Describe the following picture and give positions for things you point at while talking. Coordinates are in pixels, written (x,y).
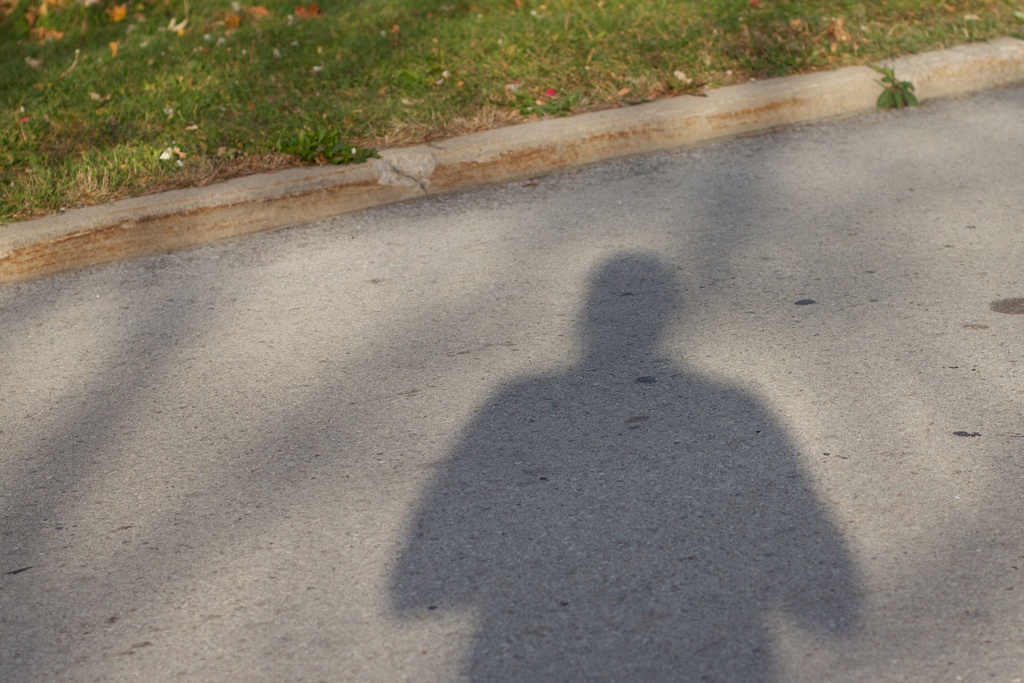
There are shadows (11,506) of trees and a shadow (486,587) of a person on the road (517,299), near grass (417,120) on the ground (374,29), which is near a small wall (968,69).
